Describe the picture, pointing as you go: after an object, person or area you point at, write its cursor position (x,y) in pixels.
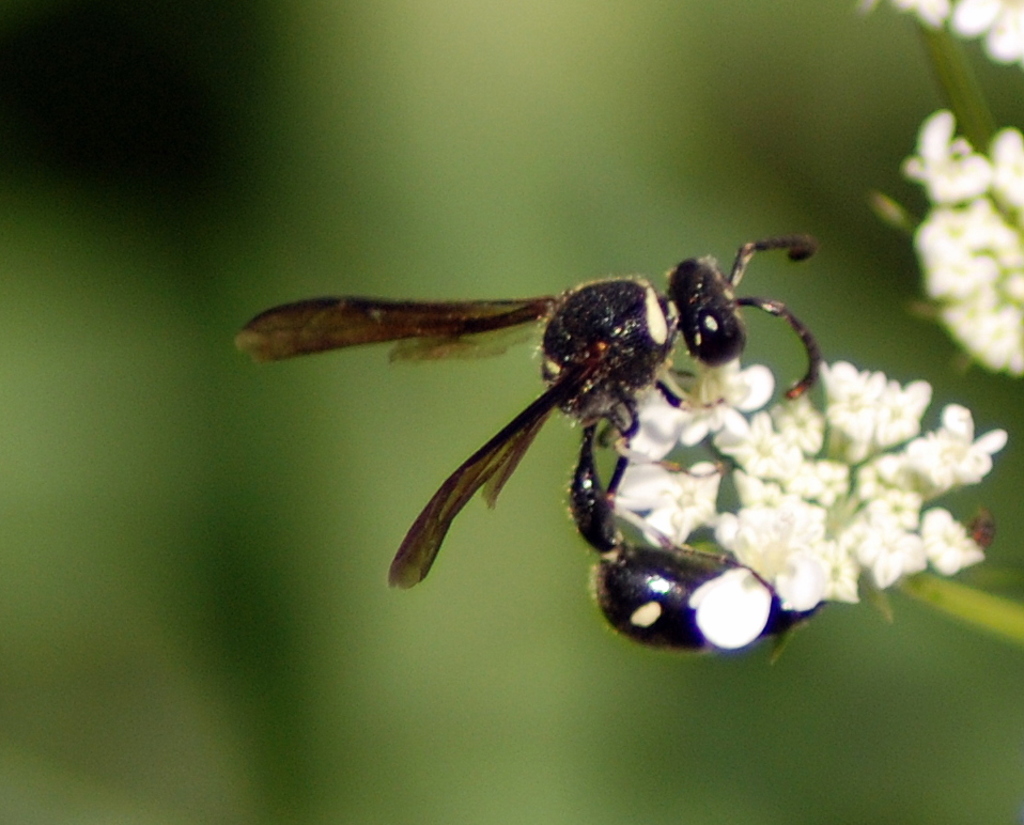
In this image we can see an insect (628,420) on the bunch of flowers (712,500).
